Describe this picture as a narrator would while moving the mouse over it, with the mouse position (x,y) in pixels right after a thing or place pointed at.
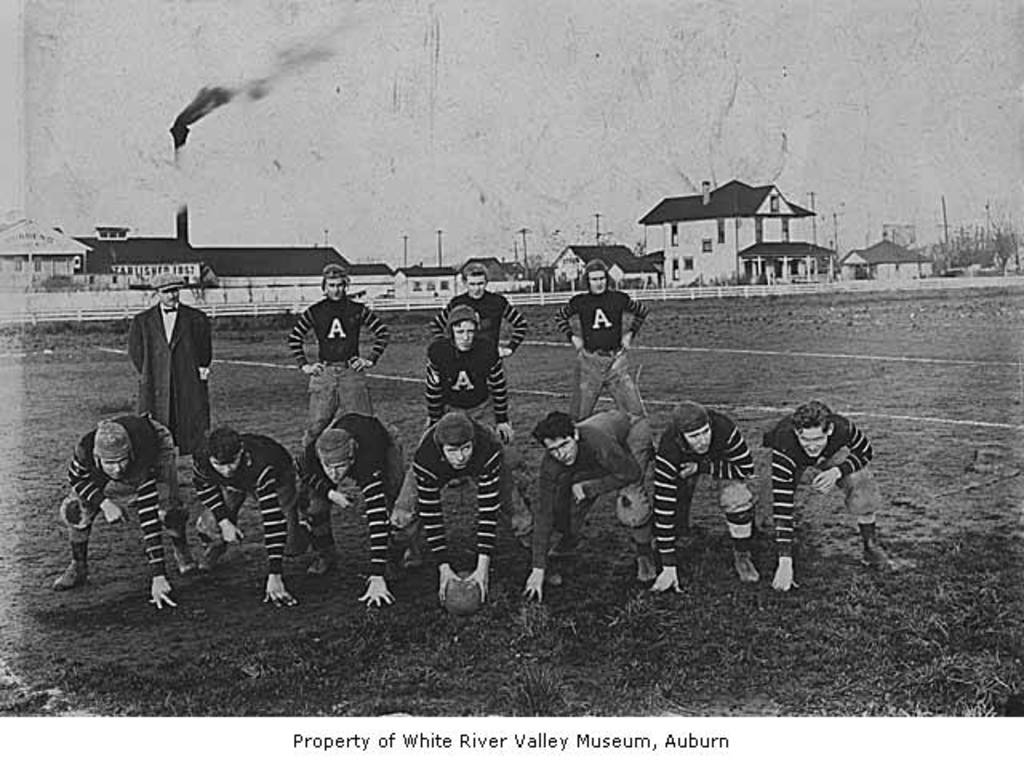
It is a black and white image. In this image we can see the players (486,530). We can also see a ball (459,607), grass (486,621) and also the play ground (959,322). In the background (101,247) we can see the houses (202,254), smoke tower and also a barrier (790,286). We can also see the sky (709,61) and at the bottom (534,742) we can see the text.
